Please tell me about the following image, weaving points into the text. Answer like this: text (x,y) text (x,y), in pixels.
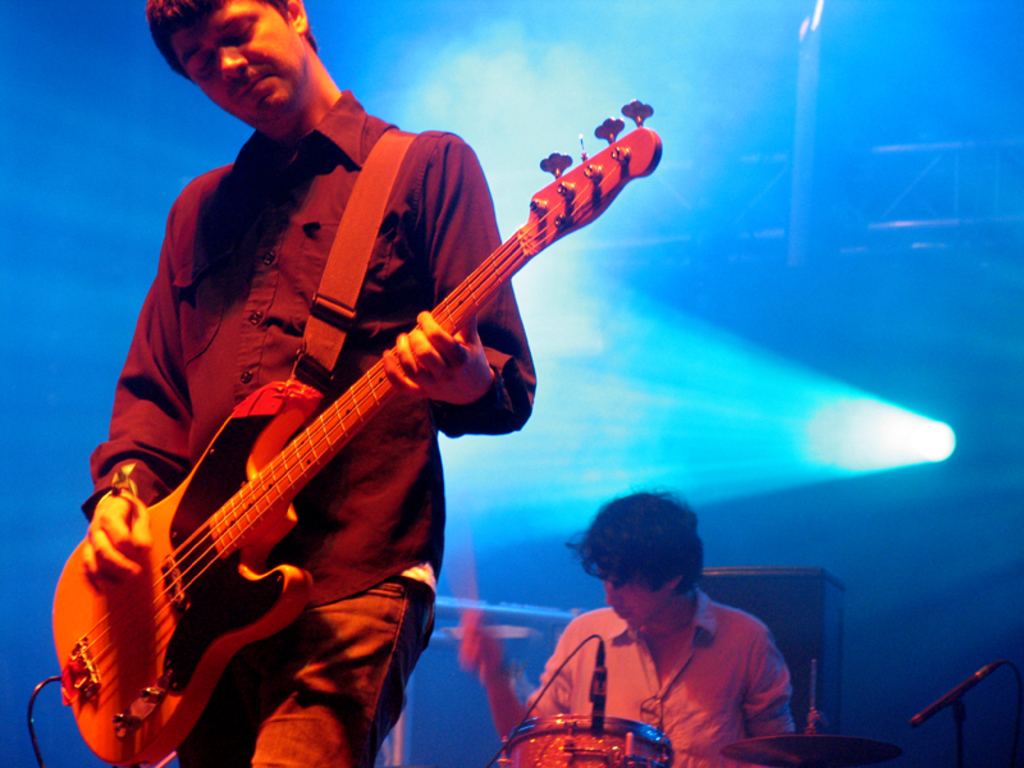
There are two people (378,547) on the stage (514,535). Here the man (450,376) is standing. He is holding a guitar (249,467). His playing guitar (198,471). The other person (579,623) is sitting on the chair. His playing a drums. We can see in the background (692,423) there is a light (648,434).
